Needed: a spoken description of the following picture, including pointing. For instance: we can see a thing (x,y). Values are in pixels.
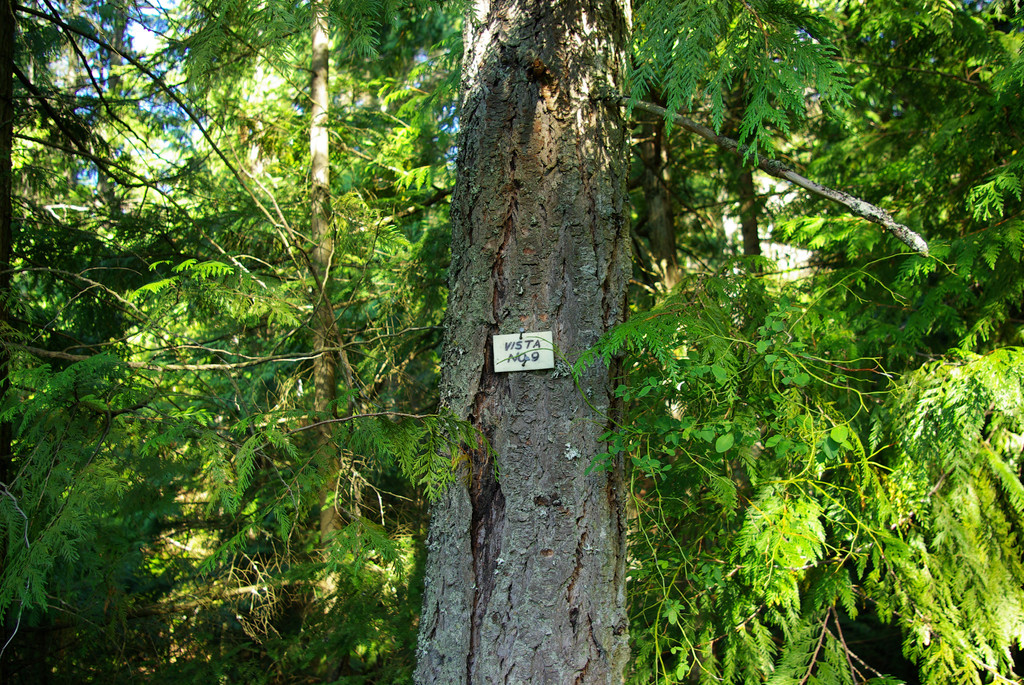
In this picture we can see a tree trunk (554,525) with a small board (522,349). Behind the tree trunk (533,272) there are trees (359,222) and the sky (135,34).
